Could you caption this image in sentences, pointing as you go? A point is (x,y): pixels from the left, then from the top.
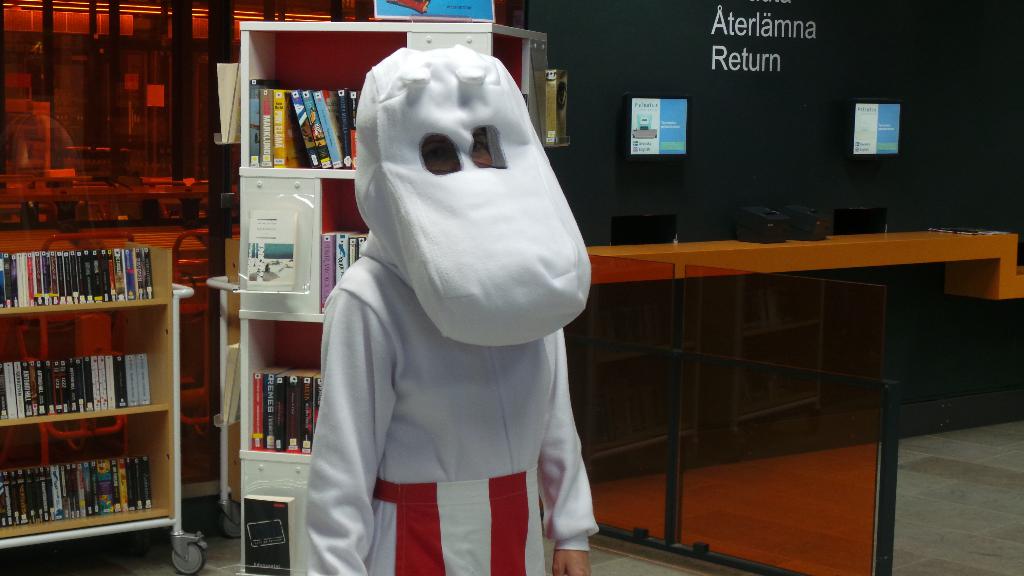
In this image we can see different types of books (275,225) on the shelves (254,347) and there is a person (371,239) standing in the center (371,340) wearing a white costume (379,212).
